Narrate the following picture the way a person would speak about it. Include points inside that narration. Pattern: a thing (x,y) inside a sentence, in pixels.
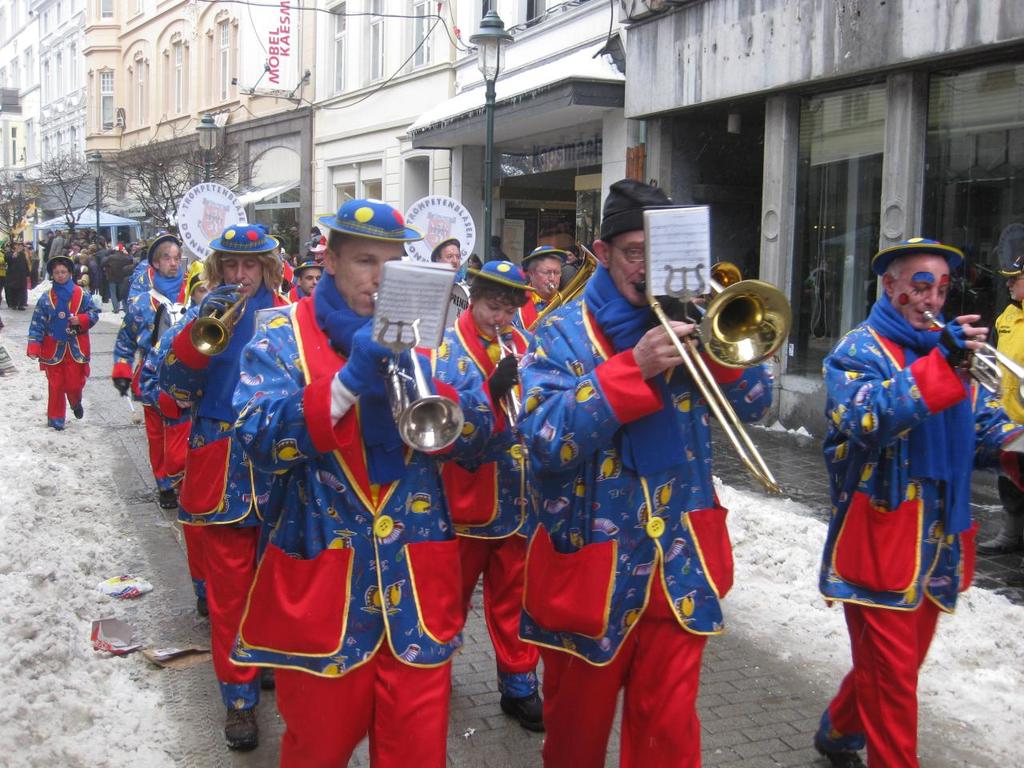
In the image we can see there are people (574,406) standing and they are holding musical instruments (773,482) in their hand (505,389). Behind there are trees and buildings (748,52). There is snow (119,750) on the ground (743,589).
